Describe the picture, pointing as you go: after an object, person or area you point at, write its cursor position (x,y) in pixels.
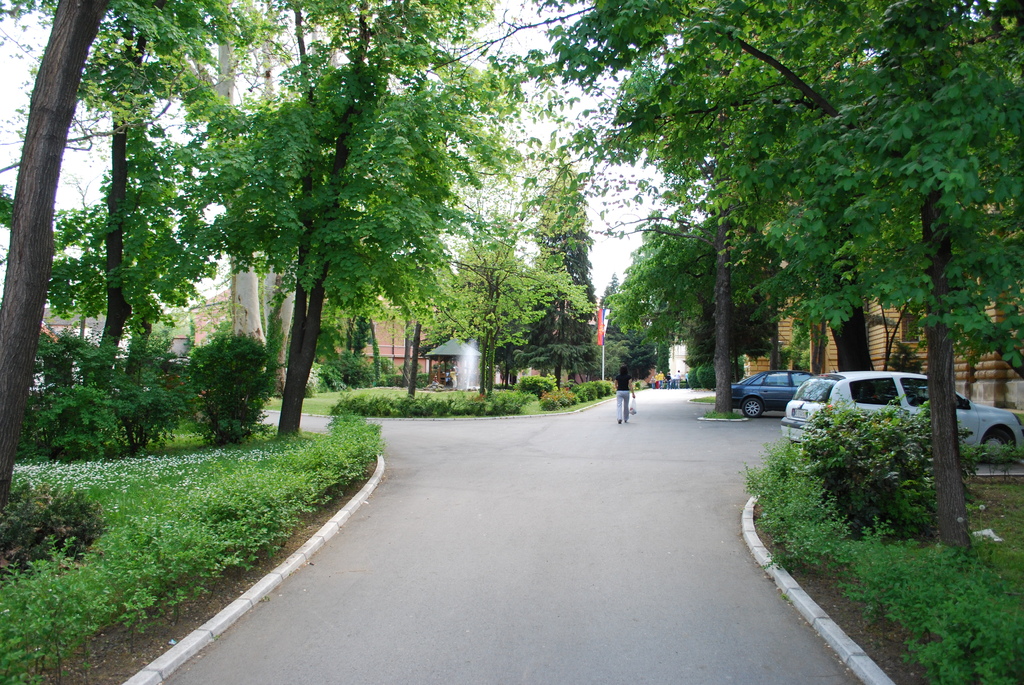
In this image, we can see so many trees (980,298), plants (941,646), grass (1006,524) and vehicles (1007,425). Background (453,378) we can see houses (989,388), walls (1003,386), water fountain (467,373), pole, banner (600,331) and few people (676,375). Here we can see a person (626,408) is holding a carry bag (631,410) and walking through the walkway (607,457). Here there is the sky (616,243).
